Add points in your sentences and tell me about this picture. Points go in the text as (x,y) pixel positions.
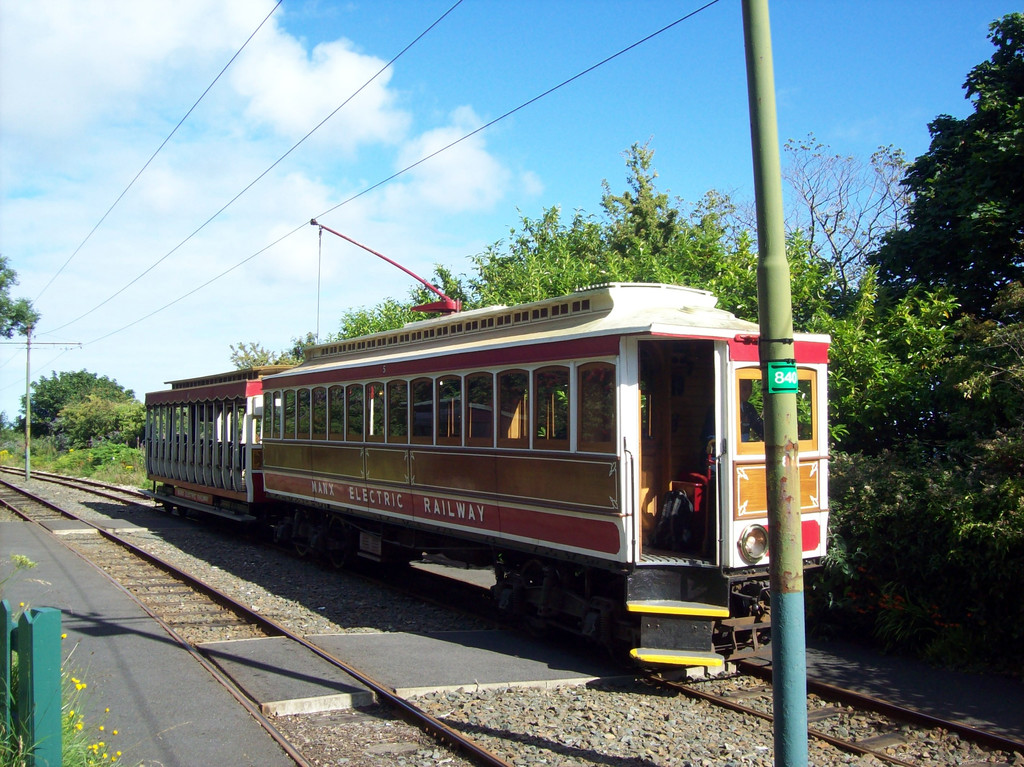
In this image there is a railway track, there is a train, there is a pole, there are trees (648,268), there is a sky (283,119), there is a plant (81,719).
